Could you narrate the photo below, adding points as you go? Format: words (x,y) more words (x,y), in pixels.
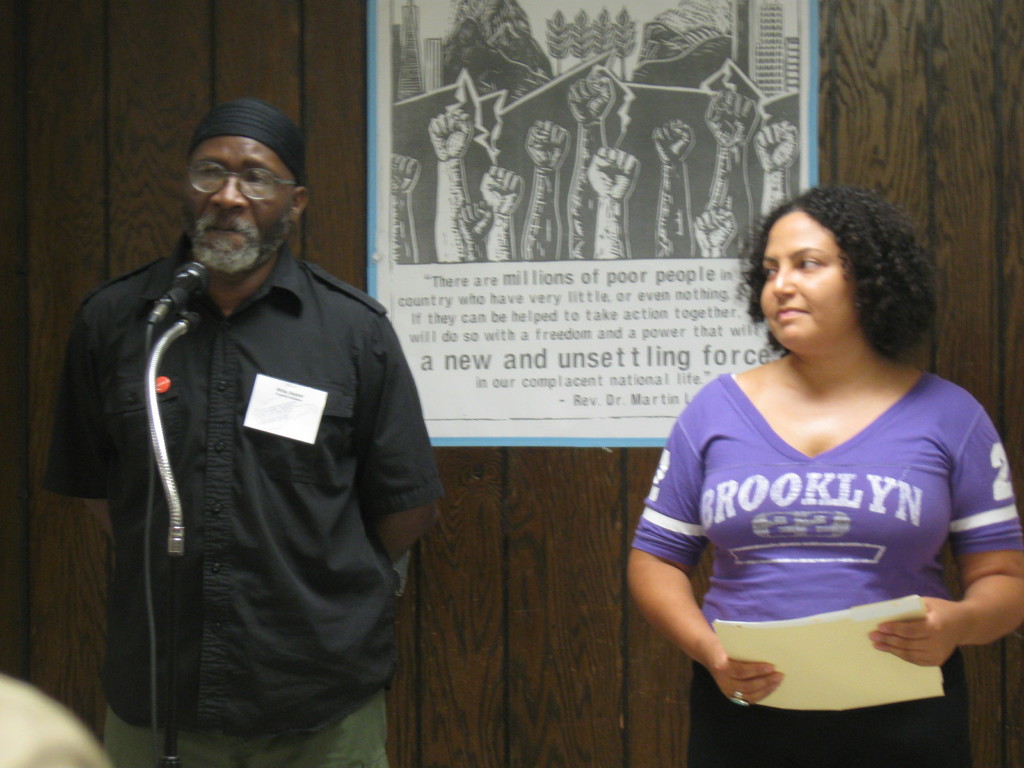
In the center of the image (364,495) we can see two persons (908,559) are standing. And the woman (720,540) is smiling and she is holding papers (853,648). And in front of them, we can see one microphone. In the background (963,161) there is a wooden wall (963,161) and a banner (778,115). On the banner (585,202), we can see some text (415,323).
